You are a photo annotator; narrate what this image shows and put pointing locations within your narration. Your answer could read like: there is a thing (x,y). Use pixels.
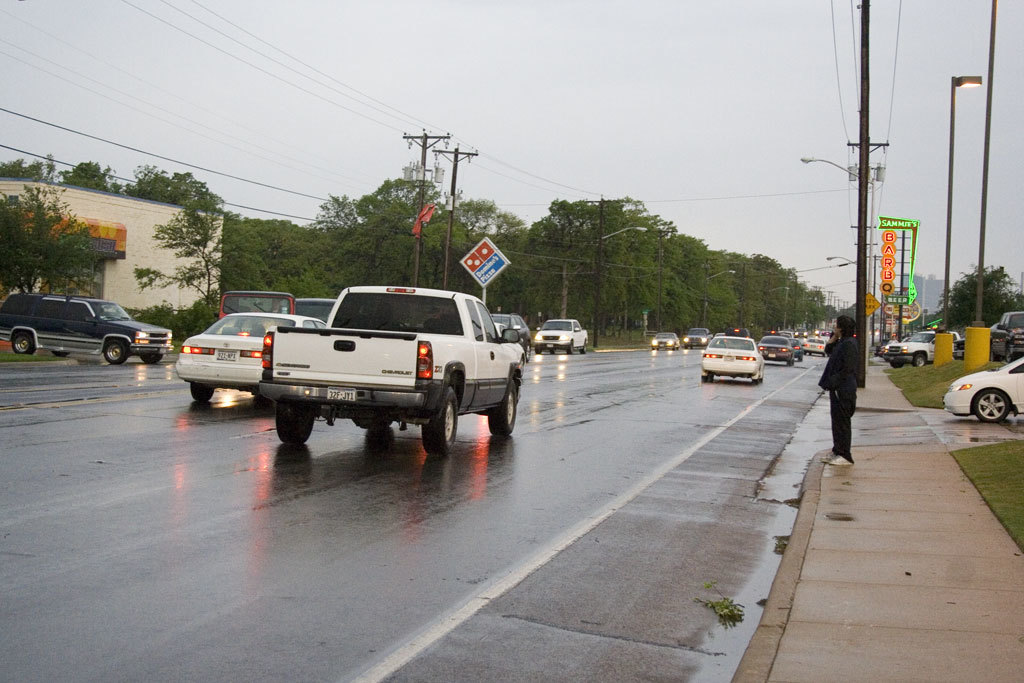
In the background (776,19) we can see the sky (776,19). In this picture we can see the trees (668,284), poles (986,207), lights (854,259), transmission wires (808,271), objects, vehicles (999,323), boards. On the left side of the picture (83,198) we can see the wall (83,198). On the right side of the picture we can see a person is standing. We can see grass (1011,473). We can see the road (801,460) is wet.
